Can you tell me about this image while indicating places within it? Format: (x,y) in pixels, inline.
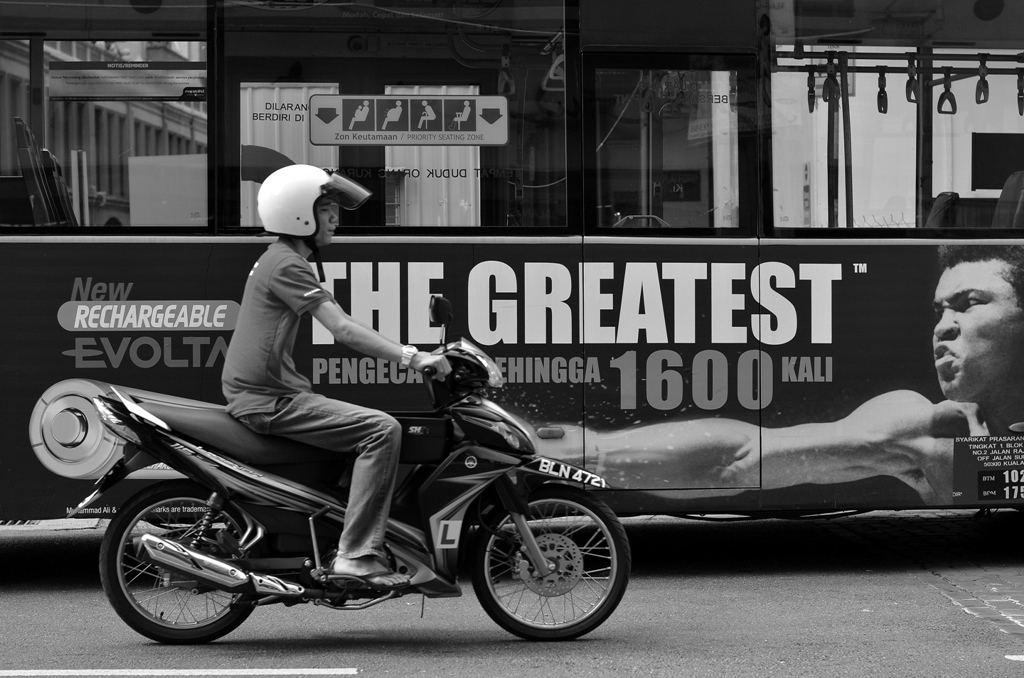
A man (299,404) is riding a motorcycle (260,545) on the road (508,641) and behind him there is a bus (583,342) there is an advertisement (669,412) of a man (710,424).
